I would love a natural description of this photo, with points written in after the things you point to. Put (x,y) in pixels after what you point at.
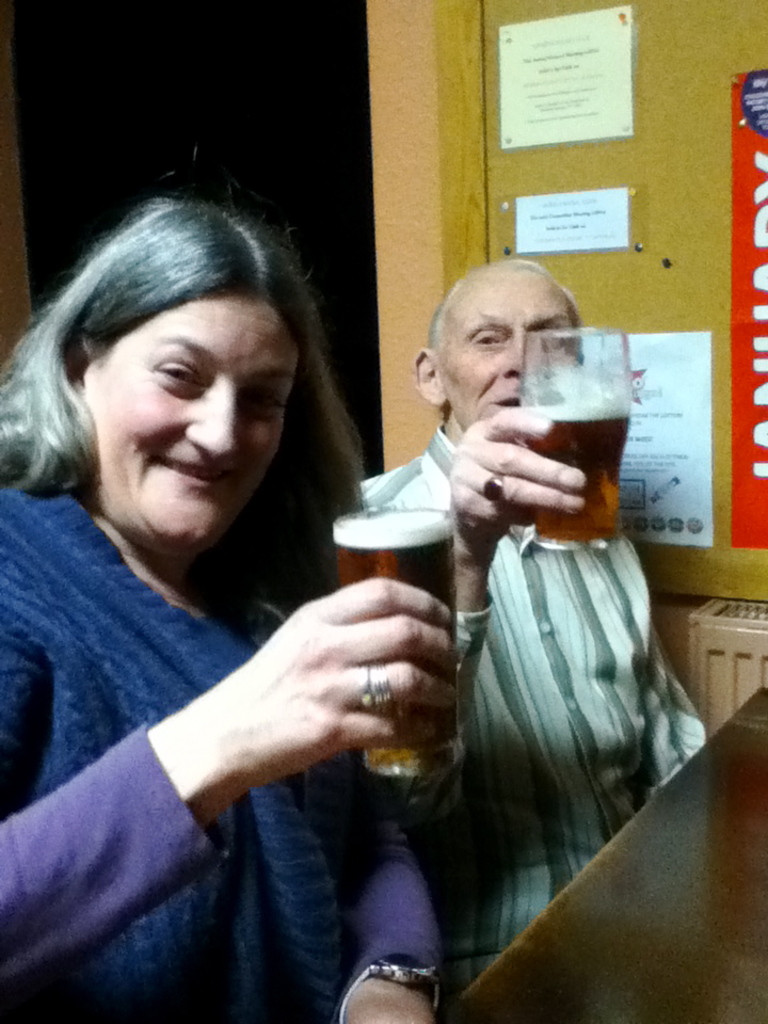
In this image, There is a table (607,880) which is in brown color and there are some people (214,807) sitting and they are holding the beer glasses (565,423), In the background (663,12) there is a yellow color wall (709,74).
